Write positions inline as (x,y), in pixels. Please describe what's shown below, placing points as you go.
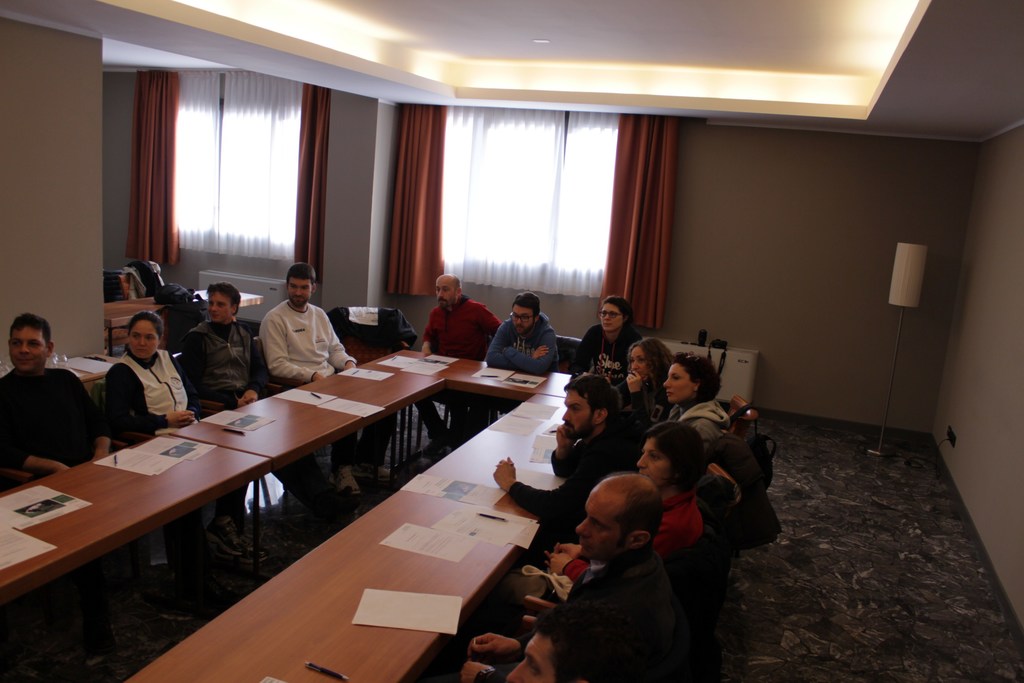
In this image there are group of persons (292,366) who are sitting on the chairs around the table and at the background of the image (229,228) there is a window (281,214) and curtain (218,242).
